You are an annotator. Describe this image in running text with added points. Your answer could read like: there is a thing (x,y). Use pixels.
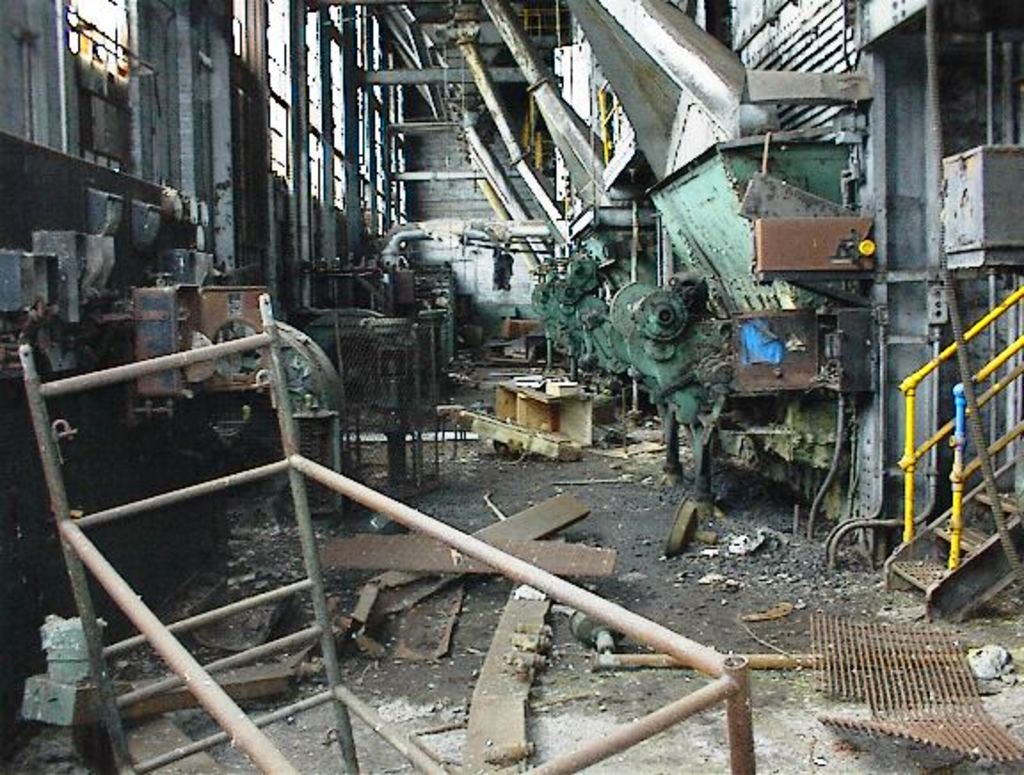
In this image I can see few machines (694,382) and iron stuffs (758,665).
